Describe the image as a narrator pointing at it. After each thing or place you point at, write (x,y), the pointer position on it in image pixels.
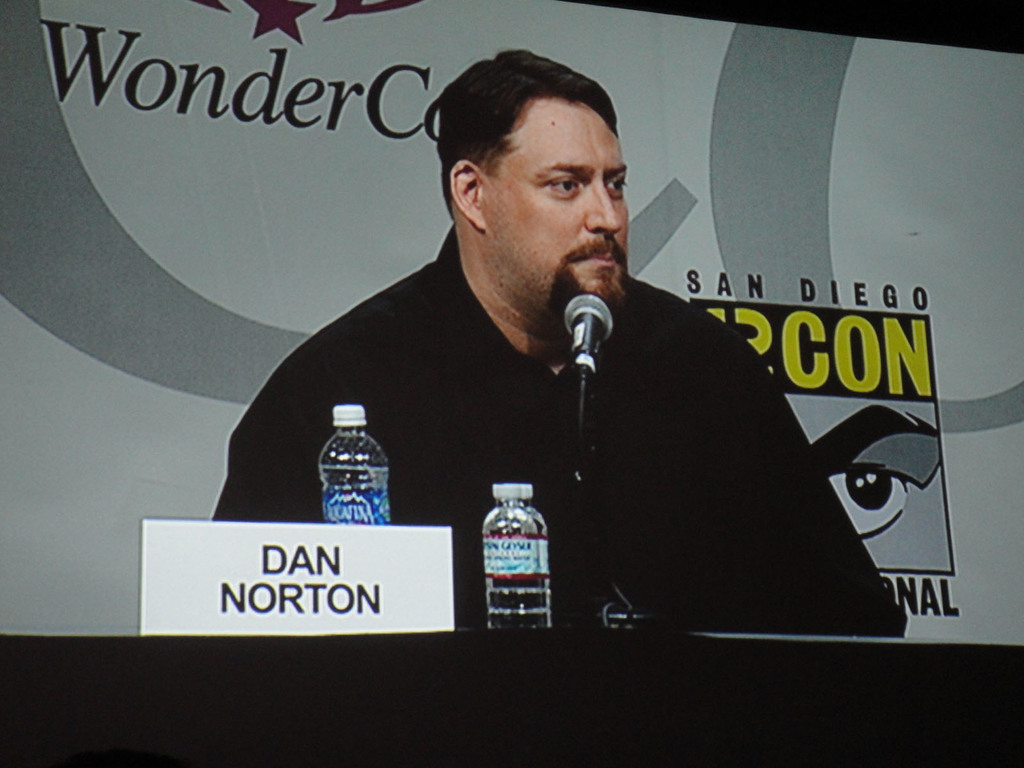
The picture consists of a television screen (557,149), in the television screen (558,636) there is a person (426,497) sitting wearing a black dress (415,394). At the bottom (547,648) there is a table (454,634), on the table (534,638) there are bottles (523,583), mic (596,336) and name plate (253,534). In the background (604,33) is a banner (867,279).
